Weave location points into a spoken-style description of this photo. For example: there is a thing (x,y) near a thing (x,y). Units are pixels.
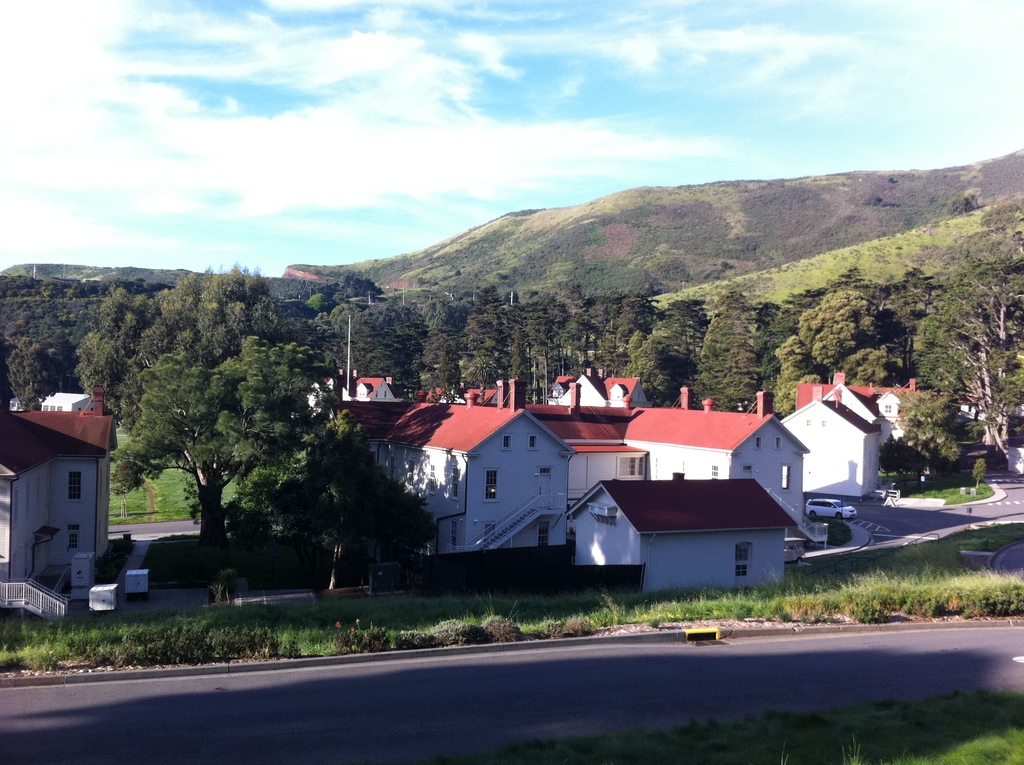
In this image there is the sky (450,118), there are clouds (445,129) in the sky (237,244), there are mountains (918,216) truncated towards the right of the image (903,202), there are trees (241,336), there are trees (825,351) truncated towards the right of the image (974,353), there are trees (29,292) truncated towards the left of the image (54,344), there are houses (534,443), there is a house (83,455) truncated towards the left of the image (54,433), there is grass (759,614), there is the road (964,654), there is the grass (744,732) truncated towards the bottom of the image (960,741), there is a vehicle (838,506) on the road (863,513), there is a pole (348,383).
